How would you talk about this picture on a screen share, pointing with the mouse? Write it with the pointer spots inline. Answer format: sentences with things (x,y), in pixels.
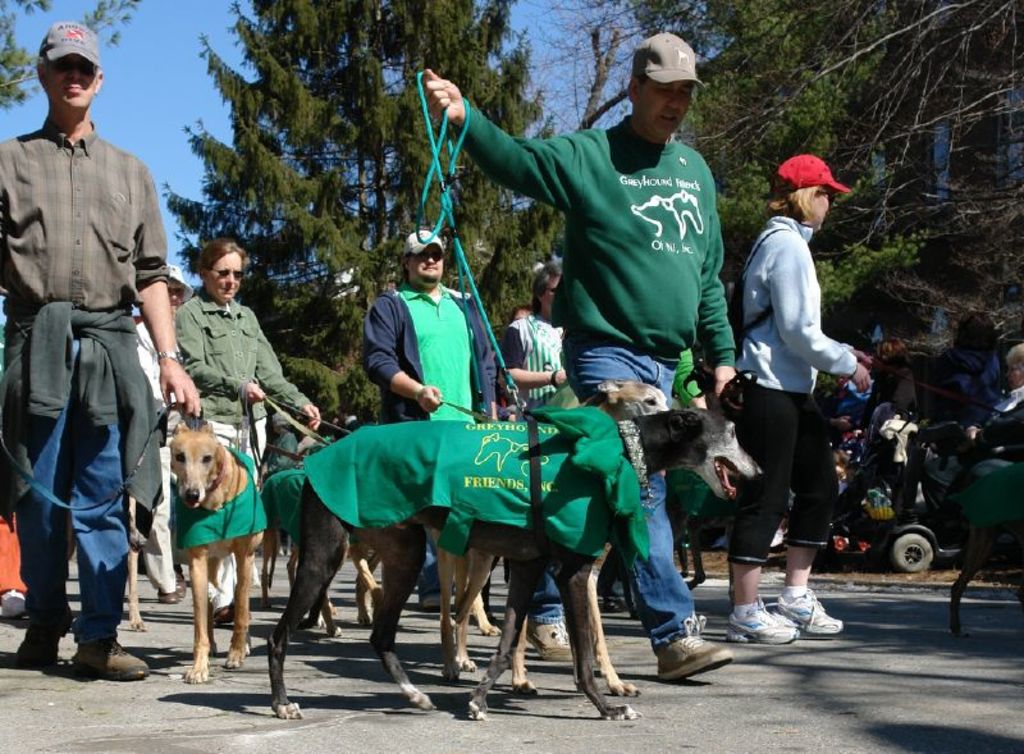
In this image, we can see some persons (81,331) and trees (249,111). There are dogs (505,537) in the middle of the image (574,412).
